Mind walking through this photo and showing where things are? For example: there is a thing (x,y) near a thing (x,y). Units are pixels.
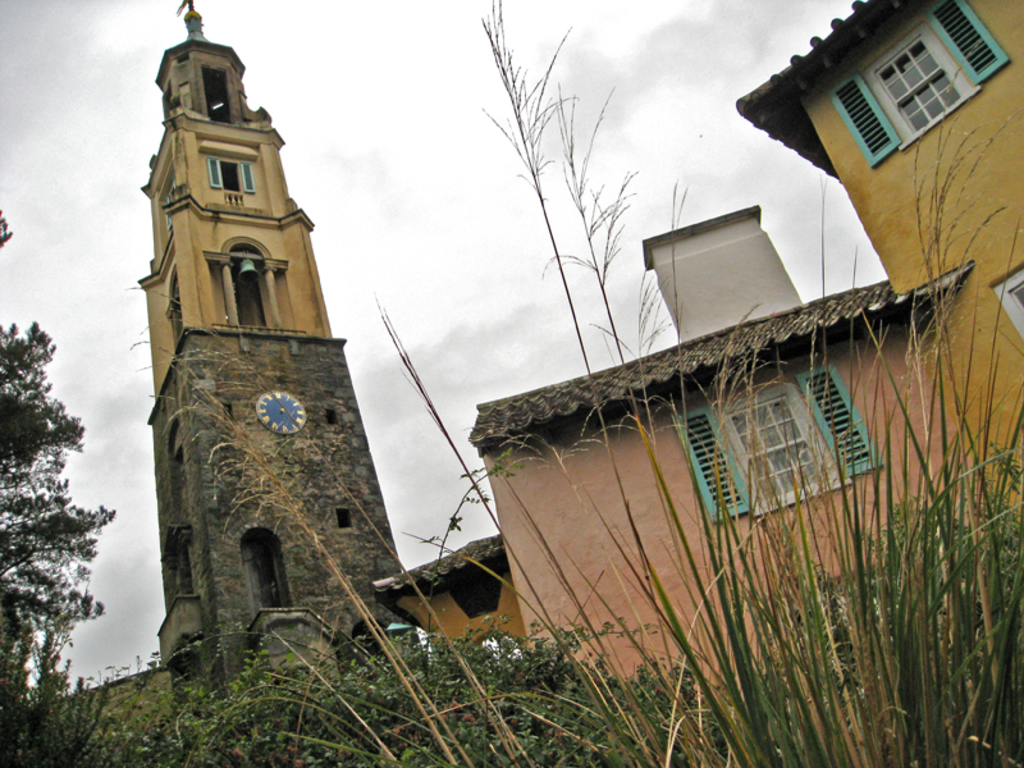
In the center of the image (664,459) there is a clock tower (336,441) and buildings (857,377). At the bottom of the image (274,685) we can see trees (249,726) and plants (602,720). On the left side of the image (1,424) there is a tree (11,445). In the background (399,212) we can see sky (482,162) and clouds (533,97).
